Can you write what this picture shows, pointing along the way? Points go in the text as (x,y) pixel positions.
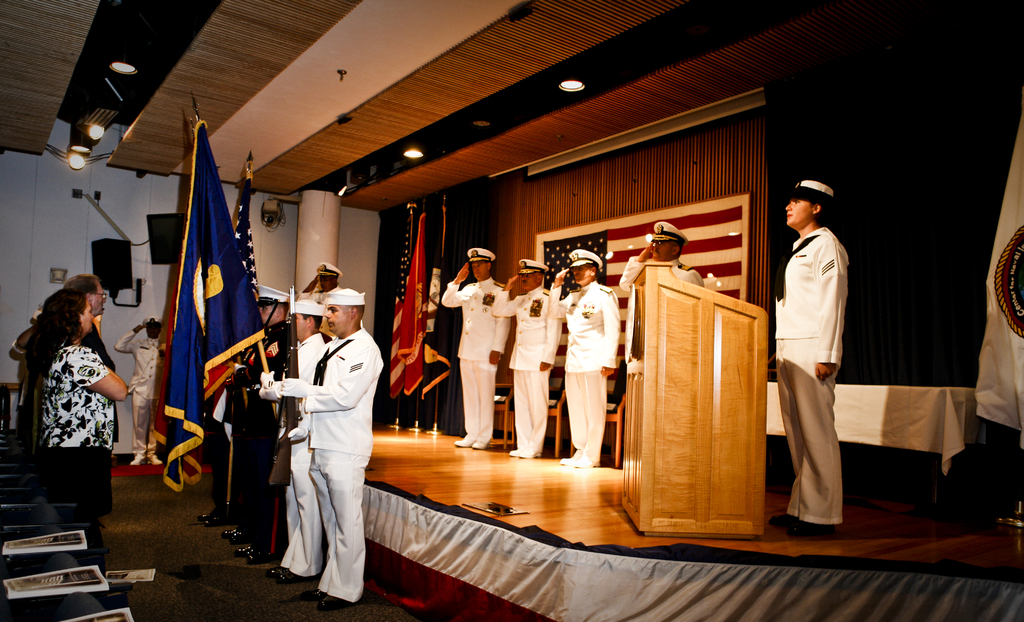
On the left side (78,547), we see the chairs (66,528) and the books (44,547). Beside that, we see the people (71,379) are standing. In front of them, we see the men (297,512) in the uniform (245,361) are standing and they are holding the flags (206,366) in their hands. These flags (204,388) are in red, blue and white color. In the middle (469,401), we see five men (835,293) in the uniform (526,333) are standing on the stage (492,456). They are saluting. In front of them, we see a podium (662,430). Behind them, we see the chairs (561,420) and a table (879,445) which is covered with a white color cloth (883,396). On the right side (1010,250), we see the flag (996,359) in white color. In the background (666,212), we see the flags (620,237) in white, red and blue color. In the background (162,274), we see a wall (134,272) on which the television (159,242) and the speaker box (117,247) are placed. At the top (170,125), we see the lights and the ceiling (367,115) of the room (451,107).
